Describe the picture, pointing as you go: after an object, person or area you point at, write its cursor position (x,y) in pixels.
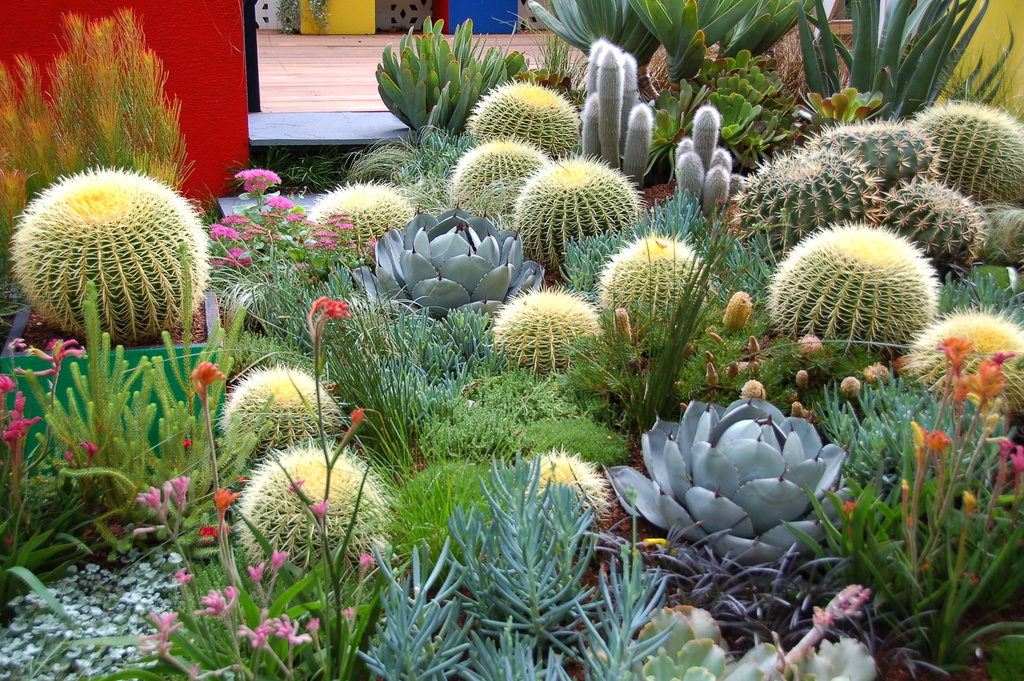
The picture consists of cactus plants (71,183), flowers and variety of plants (753,106). At the top (301,40) there is pavement (291,51) and wall (240,37).
